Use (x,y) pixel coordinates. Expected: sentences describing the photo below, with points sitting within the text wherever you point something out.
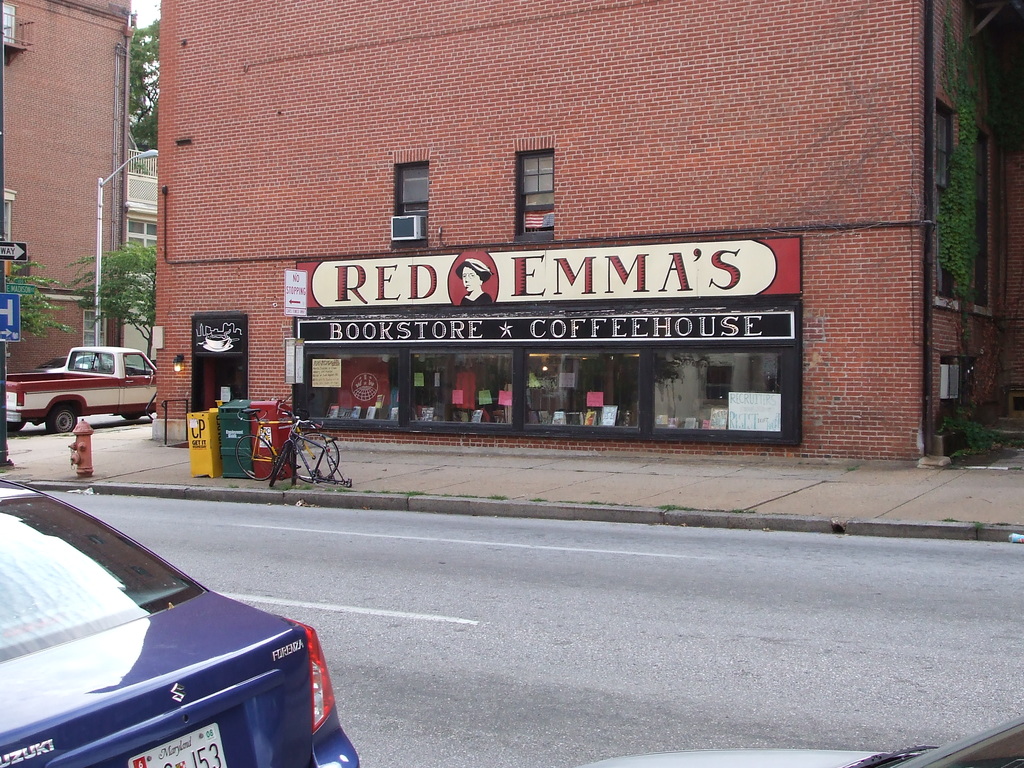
In the center of the image (428,312) there are buildings (60,54) and poles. At the bottom (115,661) there are cars (124,571) on the road (487,736) and we can see bicycles (254,471) and bins (216,459). On the left (72,460) there is an hydrant (85,461). In the background (121,299) there are trees (120,260).
